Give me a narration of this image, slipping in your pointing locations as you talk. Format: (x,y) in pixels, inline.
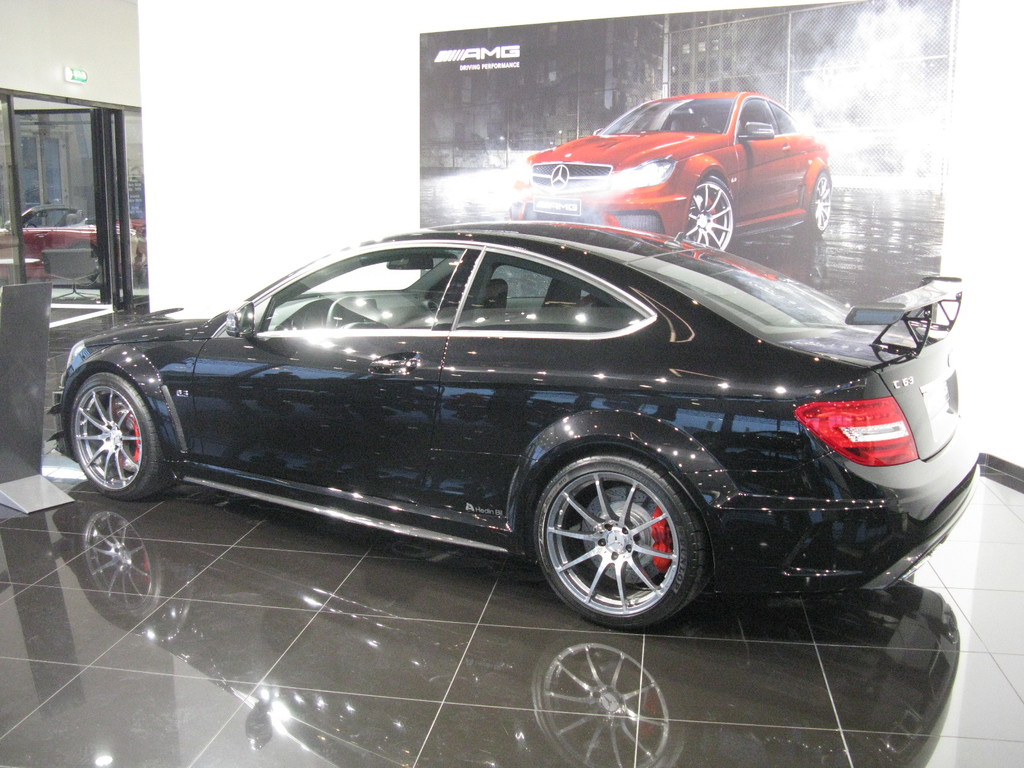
In this image we can see a car (535,510) on the floor (485,563). On the backside (914,13) we can see a door (107,284) and a poster (934,151) of a car (651,221) on the wall (233,252).
